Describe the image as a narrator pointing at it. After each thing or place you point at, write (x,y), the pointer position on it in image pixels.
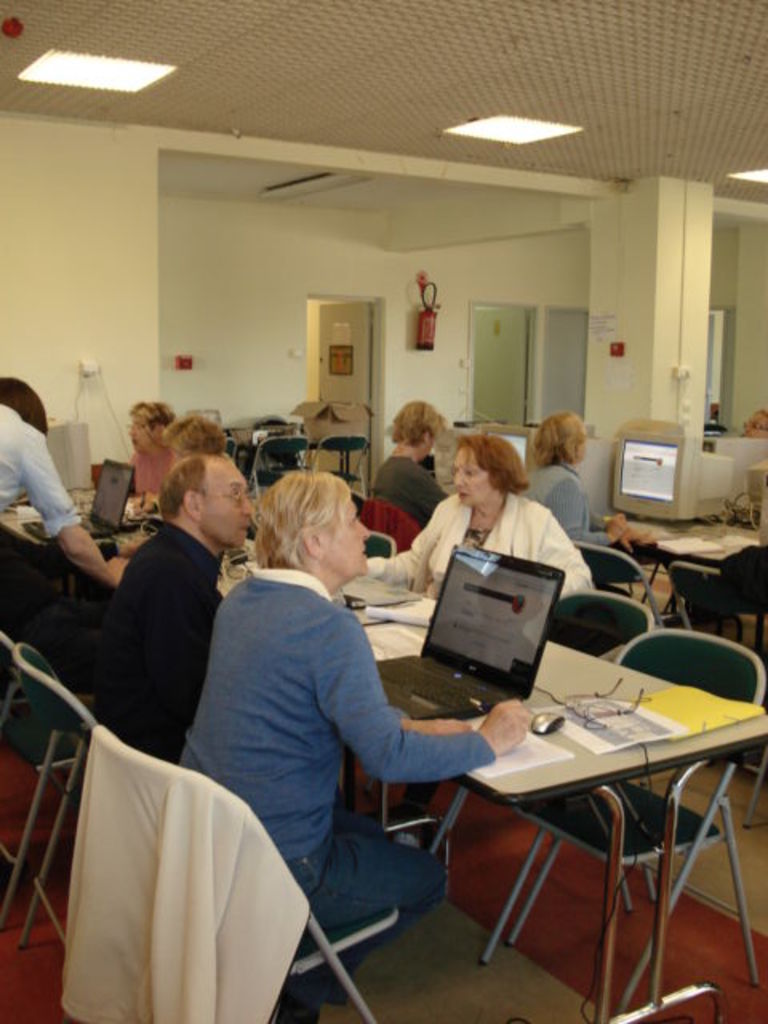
This image is taken inside a room (288,183). At the bottom of the image (439,965) there is a floor (562,950) with mat (700,923), there are few people (20,448) in this room (652,414) sitting on a chairs (81,798), working in the laptops (464,646). In the middle of the image (265,468) there is a table (731,729) and few empty chairs (673,657). At the top of the image (560,156) there is a ceiling (746,10) with light (512,139). At the background (503,277) there is a wall (378,264) and a fire extinguisher (419,329) beside that there are two doors (495,350) on the wall (560,294).
